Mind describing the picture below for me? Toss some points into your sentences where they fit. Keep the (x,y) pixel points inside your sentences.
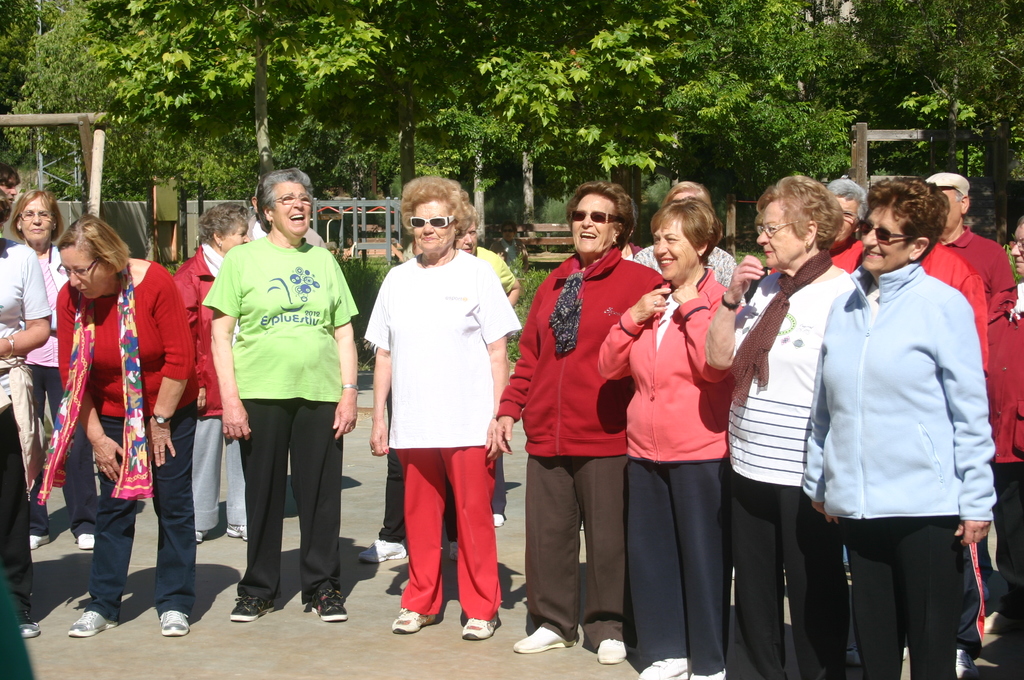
In this image I can see there are group of people (389,439) standing on road (296,638), at the top (225,99) I can see trees (681,129), bench (540,242) visible in the middle (550,259).
